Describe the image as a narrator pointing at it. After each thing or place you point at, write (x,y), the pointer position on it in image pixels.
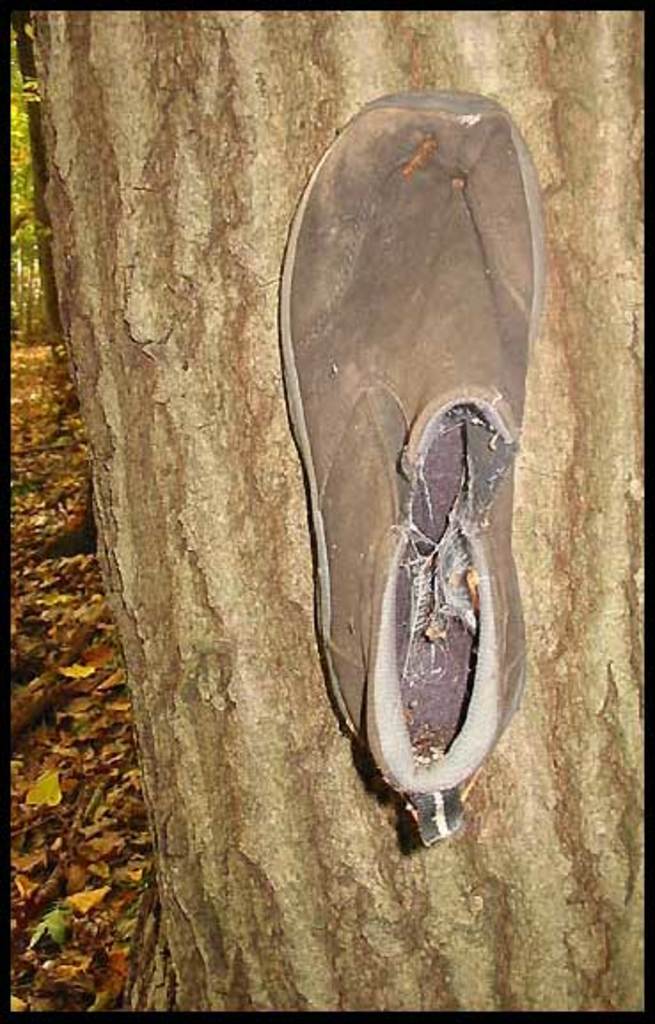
In this picture, we see a stem (186,527) of the tree (198,296) on which grey color shoe (368,435) is placed. Beside that, we see dried leaves (87,810) and twigs (27,826).
